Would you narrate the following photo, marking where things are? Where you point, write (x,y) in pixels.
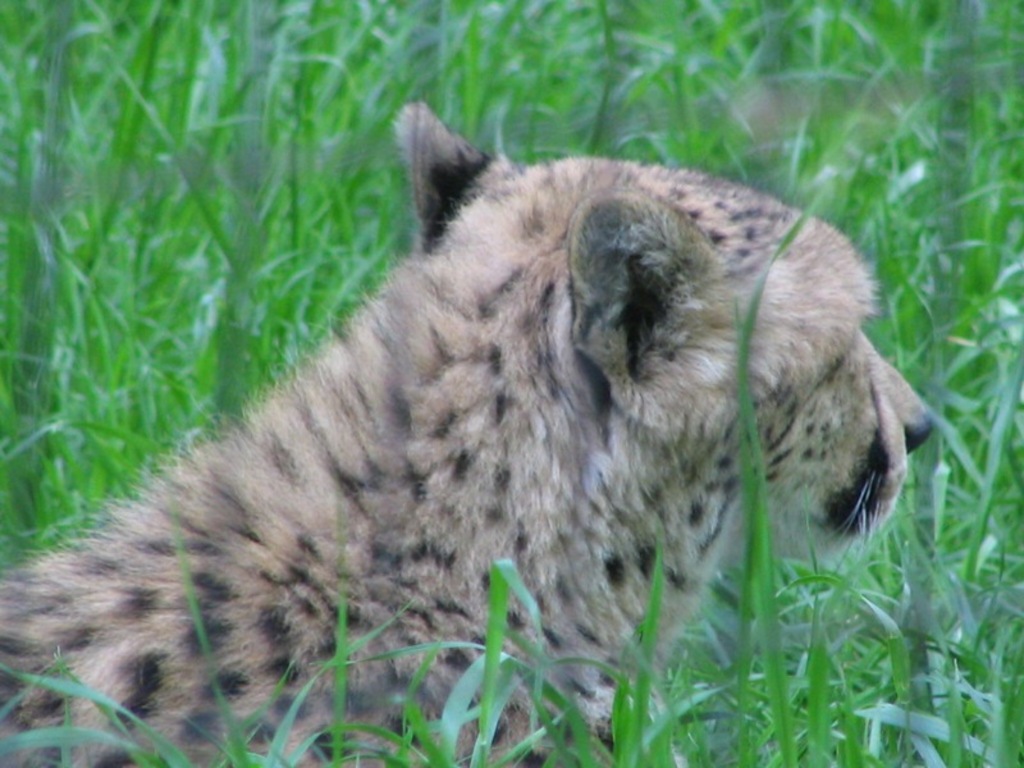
In the image there is an animal (302,516) in between the grass (255,246).
